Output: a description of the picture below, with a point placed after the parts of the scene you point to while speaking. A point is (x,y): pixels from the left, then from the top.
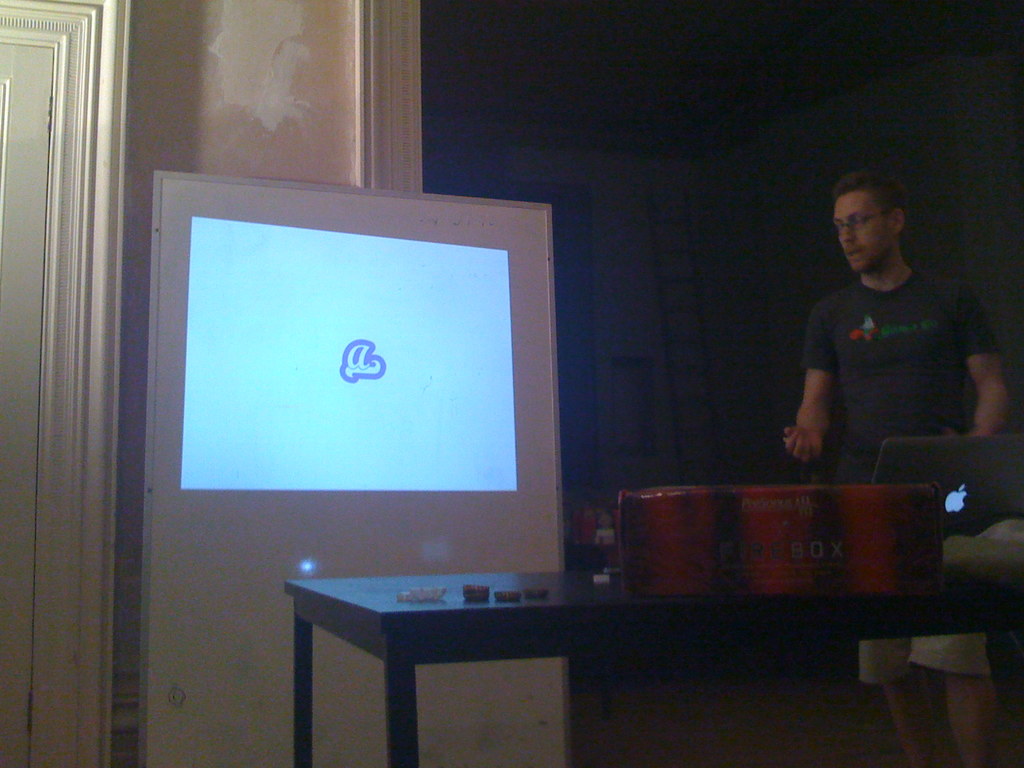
In this image, we can see a human (903,346) is standing in the right side of the image (907,365). In-front of him, we can see a laptop (930,464). There is a table (573,613) in the center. On top of it, we can found a box (751,540). At the center of the image (447,507), we can see screen (299,360), whiteboard (299,386). The left side (30,422), we can found white color door (12,384). Here we can see cream color wall (201,82). And the background (674,332), we can see a ladder (687,389) here.
